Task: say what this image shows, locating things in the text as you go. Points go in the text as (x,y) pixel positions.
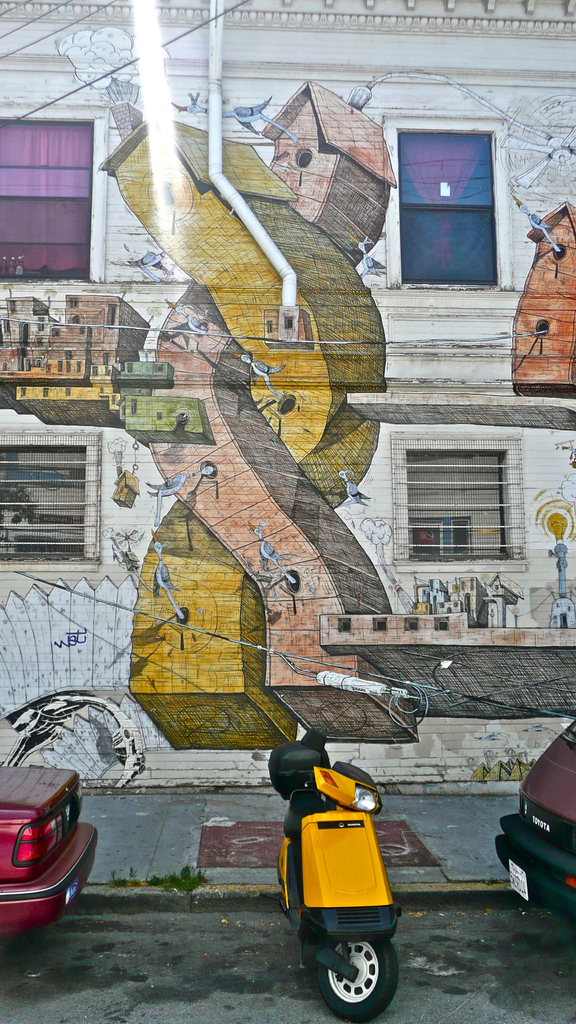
In the image in the center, we can see few vehicles (283,867). In the background (356,626) there is a wall (185,130) and windows (62,143). And we can see some art work (205,303) on the wall (226,459).
